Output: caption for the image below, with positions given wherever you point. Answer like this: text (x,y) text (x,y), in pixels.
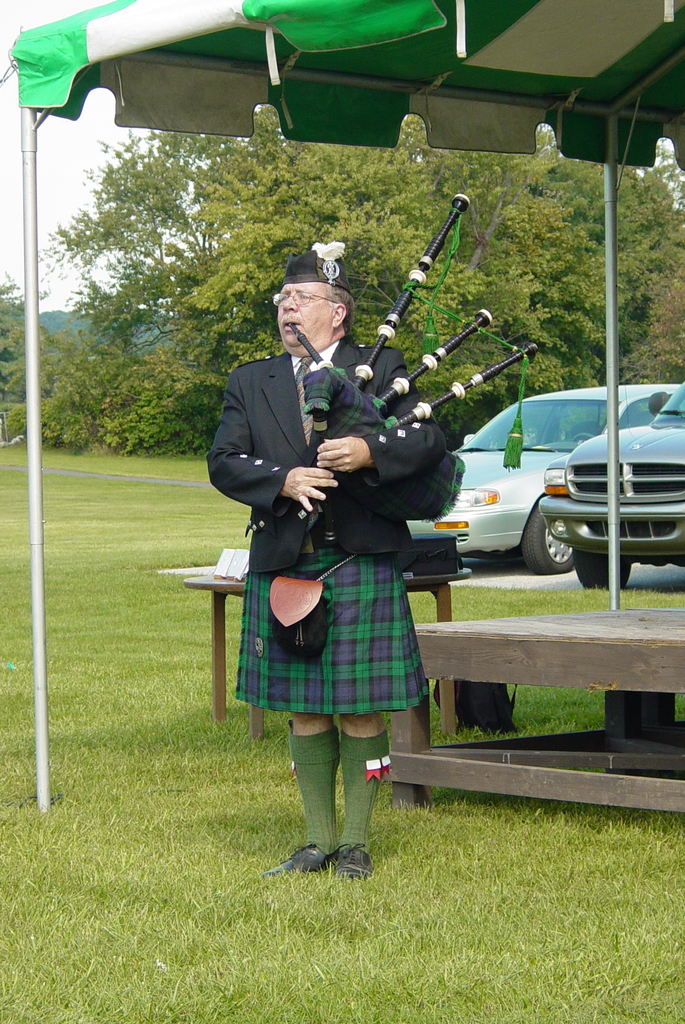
In this picture we can see a man (279,560) wore a blazer (261,398), tie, spectacle (300,302), cap (317,260) and holding a musical instrument (345,430) with his hands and standing on the grass (244,910) and at the back of him we can see a tent (166,18), tables (671,617), vehicles (650,542), trees (49,371) and some objects (456,569) and in the background (66,164) we can see the sky (76,199).
